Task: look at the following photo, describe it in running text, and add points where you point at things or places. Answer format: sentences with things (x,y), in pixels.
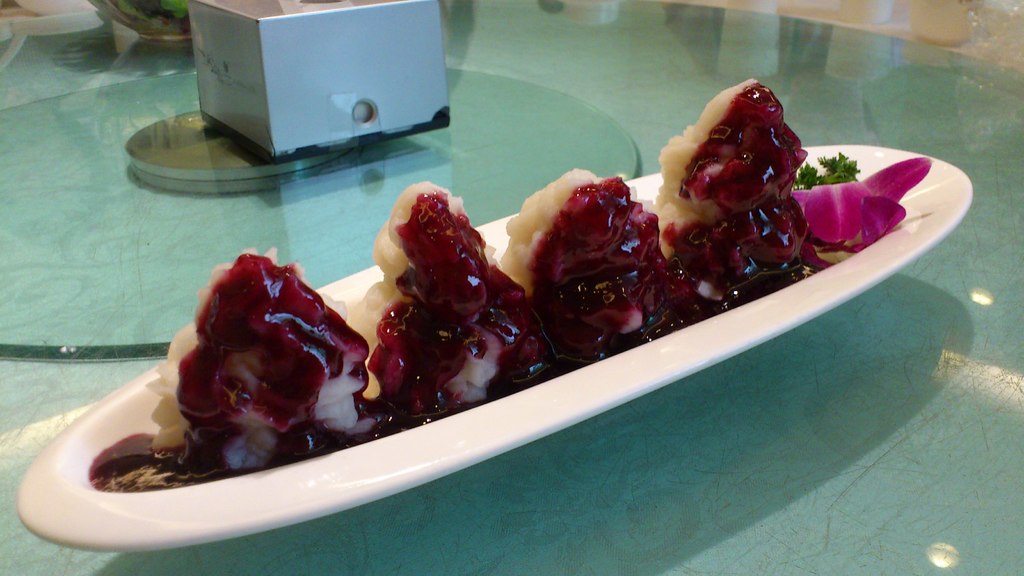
In the white plate (491,428) we can see ice cream (568,357), mint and other food item (869,209). On the top (356,16) we can see box (355,29). Here we can see a glass table (900,331).
